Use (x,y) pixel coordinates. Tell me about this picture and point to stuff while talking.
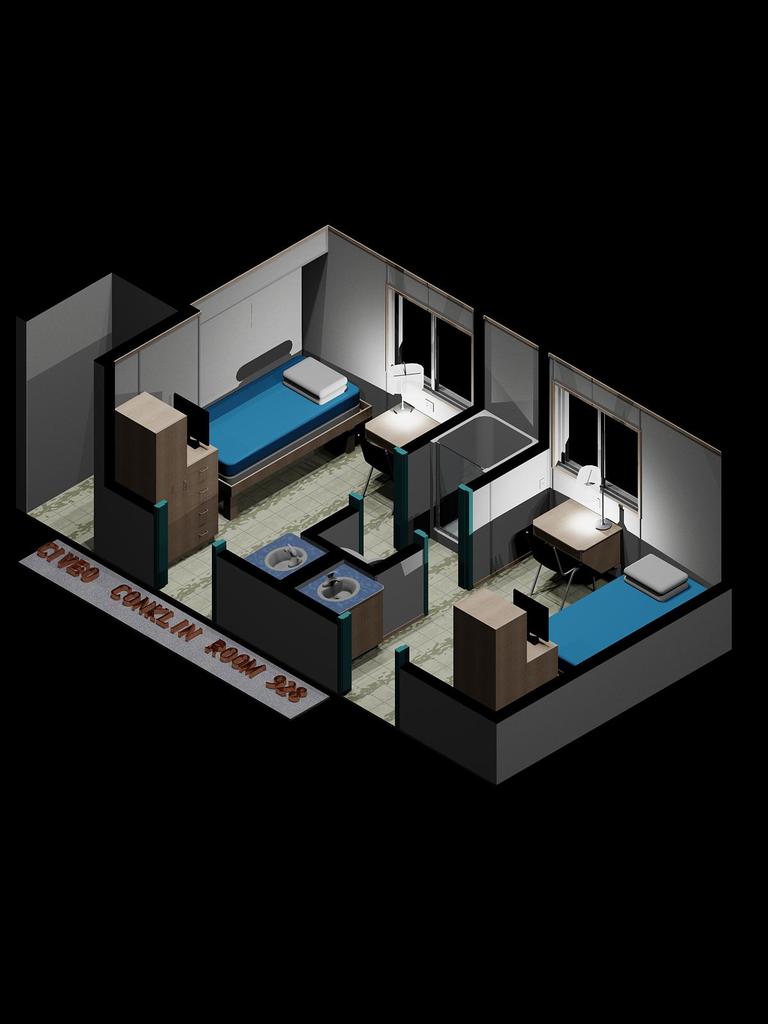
In this image I see 2 beds (320,416) over here and I see 2 tables (564,548) and 2 lamps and I see the windows (452,359) and I see something is written over here and it is totally dark in the background (415,179).
